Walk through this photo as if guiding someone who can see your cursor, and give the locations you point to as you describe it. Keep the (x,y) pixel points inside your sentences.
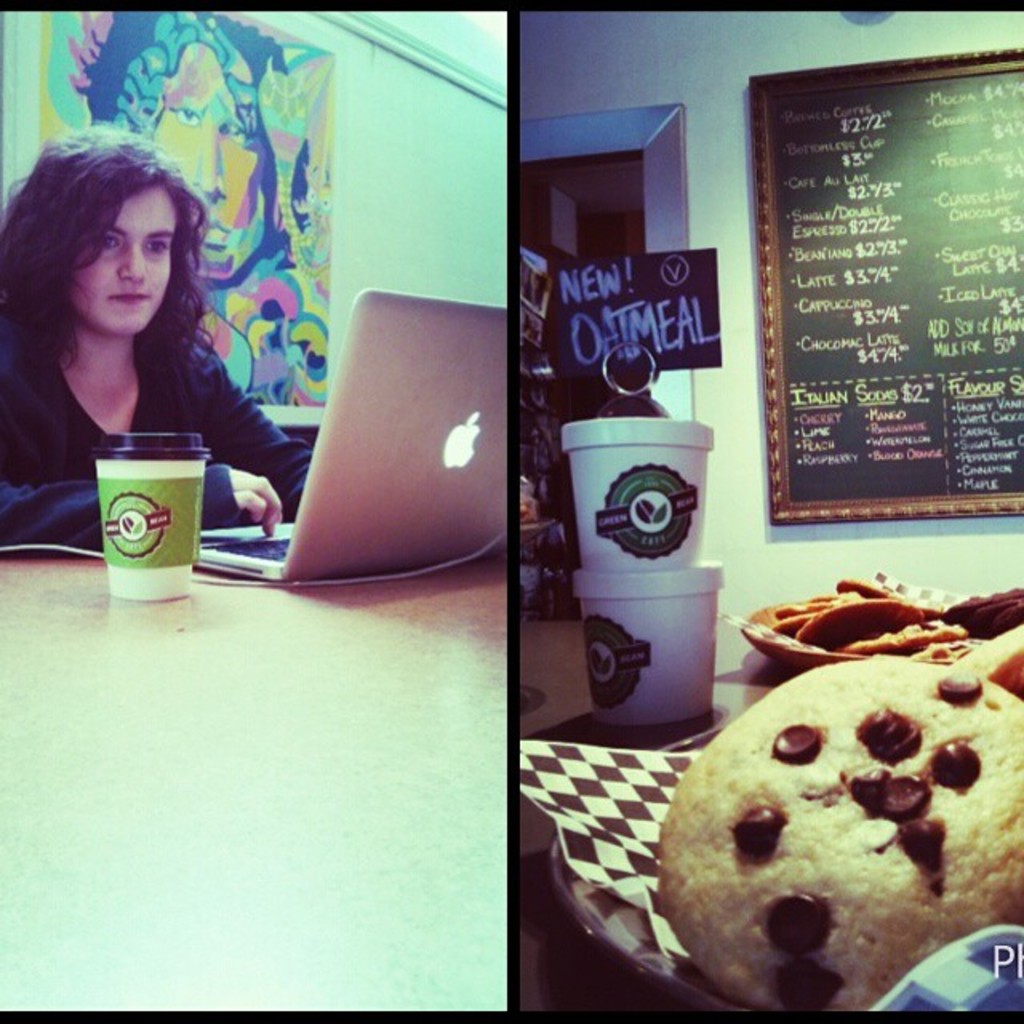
In this image contains a collage of photos. Left side (27,371) a woman (96,309) is sitting before a table (102,635) having a laptop (236,555) and a cup (127,486) are on it. Behind woman (262,494) there is a picture (222,217) attached to the wall (424,178). Right side (865,610) there are few frames (857,193) attached to the wall (930,554) and there is some food (826,817) on plate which are on the table (749,662) having few cups (637,672).
